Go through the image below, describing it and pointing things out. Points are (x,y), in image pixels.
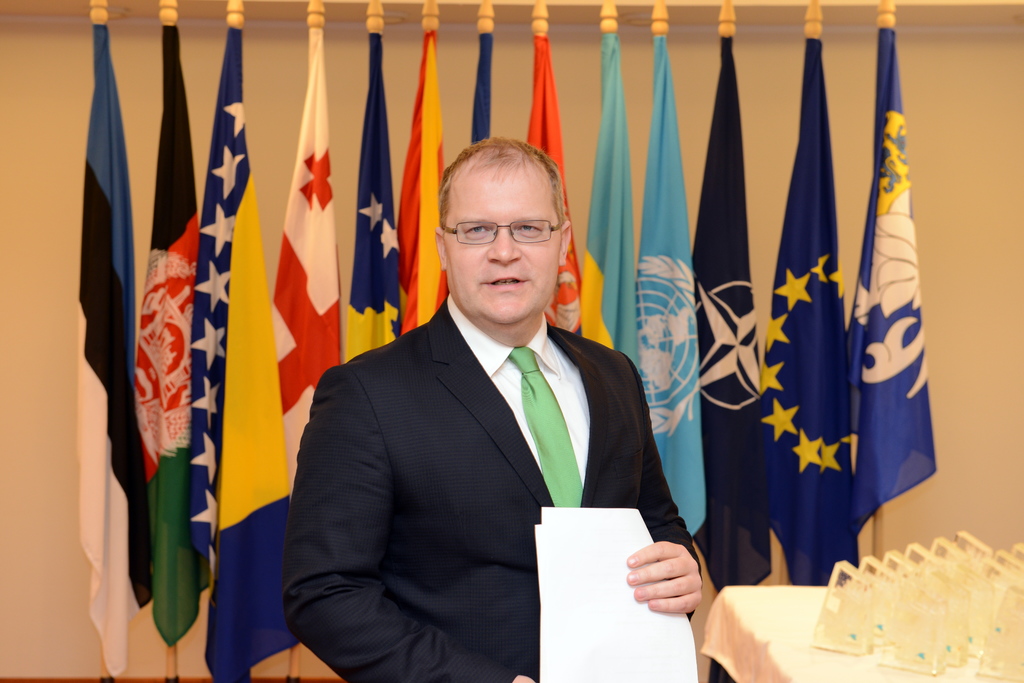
In the center of the image (382,435) there is a person (612,389) standing wearing a suit (539,511) holding a paper (555,586) in his hand (651,578). In the background of the image (113,565) there are flags (117,577) and wall (54,91).
